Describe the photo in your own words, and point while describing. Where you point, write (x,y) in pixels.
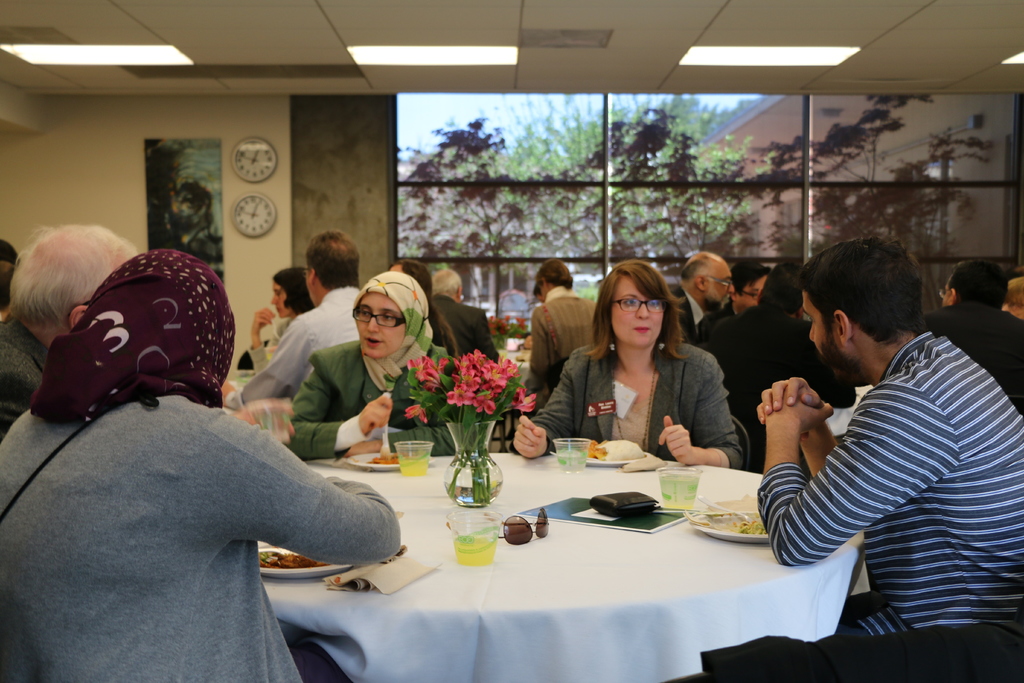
As we can see in the image there are trees (597,141), two clocks (245,157) on wall (120,156), poster (199,163) and few people (259,325) sitting around tables (376,656) and on tables (434,619) there are glasses (483,546), plant flask (475,454) and plates (374,455).
